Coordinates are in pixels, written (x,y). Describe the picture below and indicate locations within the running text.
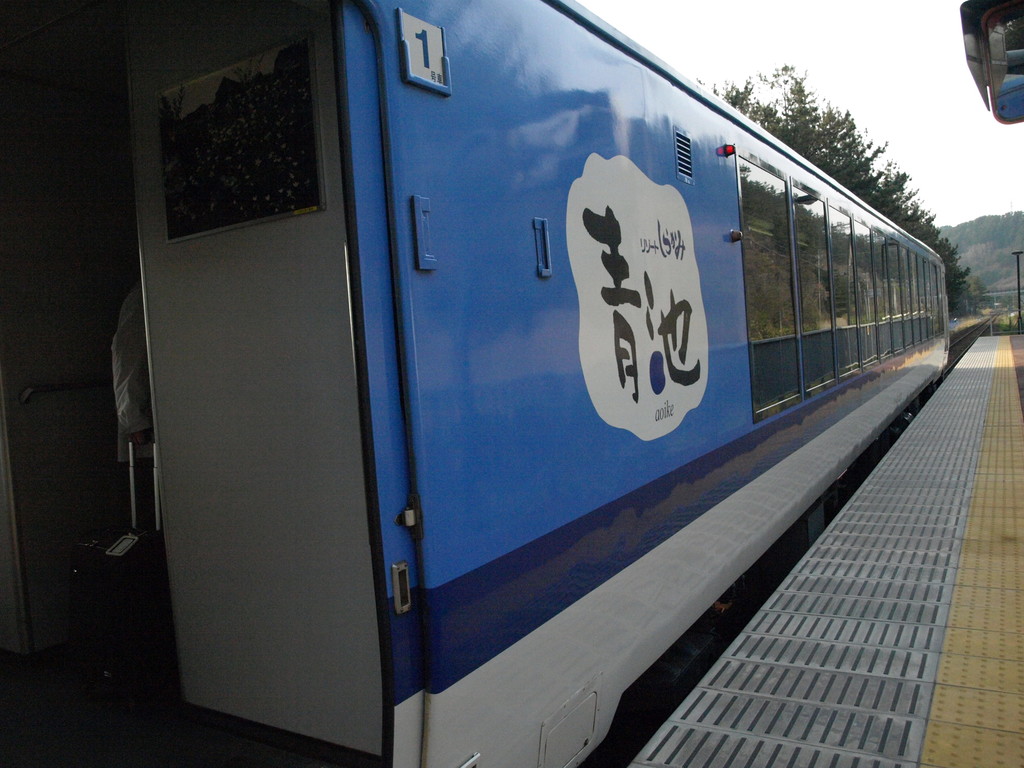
In this image we can see a train (596,338), inside the train (637,290) it looks like a trolley bag (130,541) and a person (116,382) near the trolley bag (158,499) and there is a platform (930,516) near the train (755,426) and in the background (955,279) there are few trees (864,176), mountains (1021,242) and the sky (916,102).
